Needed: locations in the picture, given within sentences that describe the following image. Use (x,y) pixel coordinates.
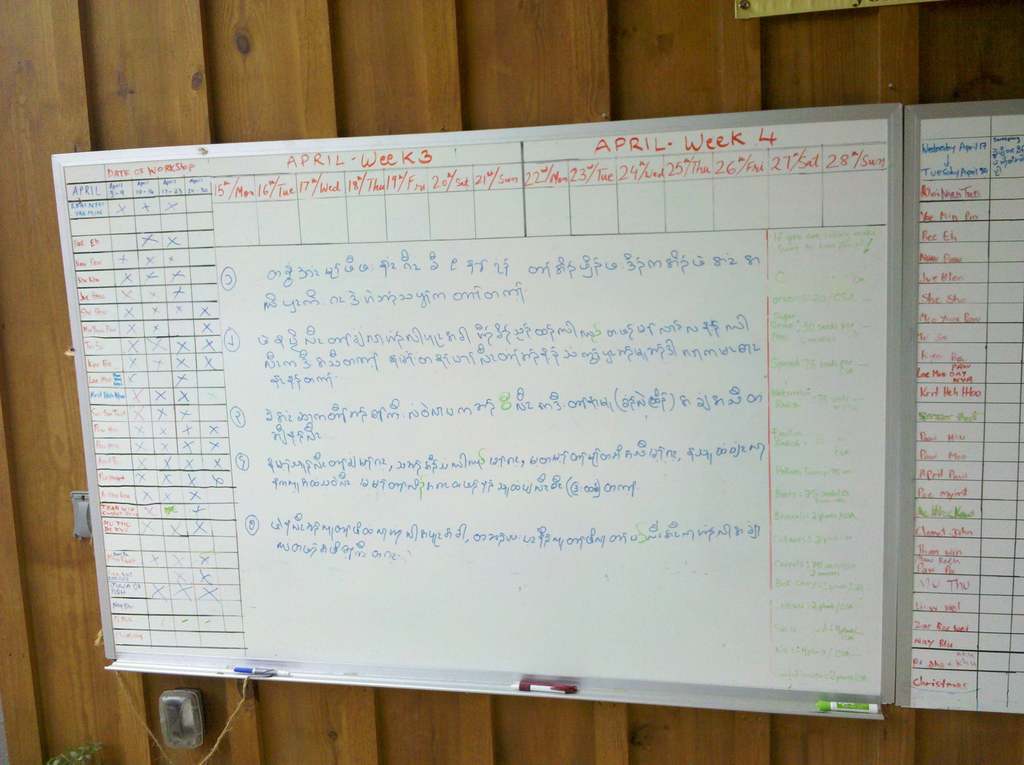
This image consists of white boards (346,385) on the wall (12,102). And we can see the text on the boards (332,636). The wall (26,305) is made up of wood (369,748).
